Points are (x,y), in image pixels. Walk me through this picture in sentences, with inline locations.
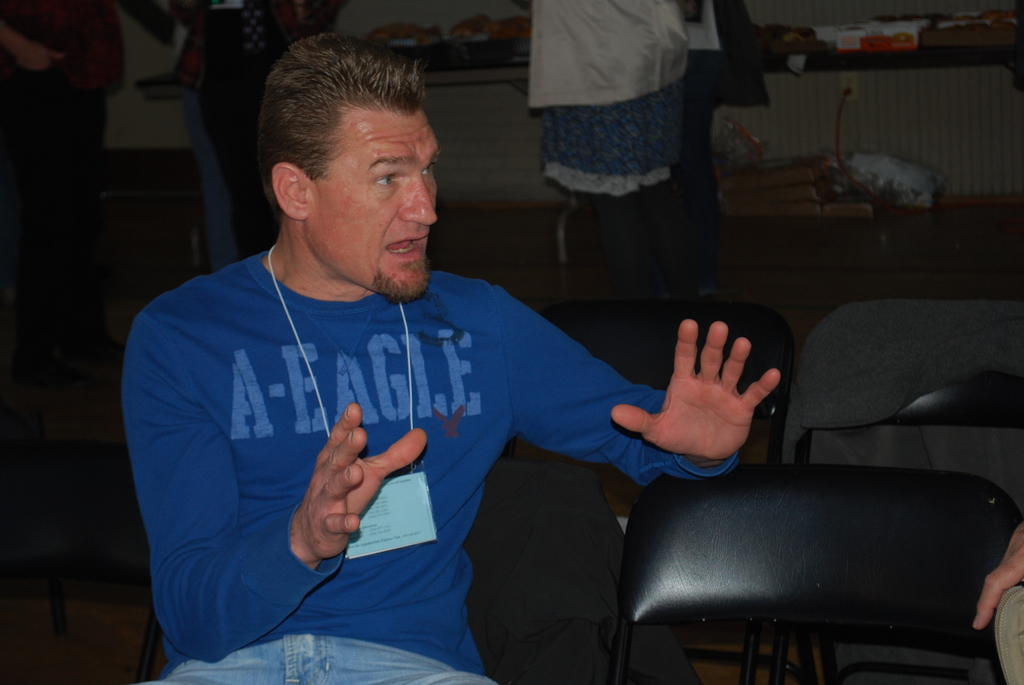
a person (322,493) is sitting wearing a blue t shirt (358,318). behind him there are other people (538,44).
